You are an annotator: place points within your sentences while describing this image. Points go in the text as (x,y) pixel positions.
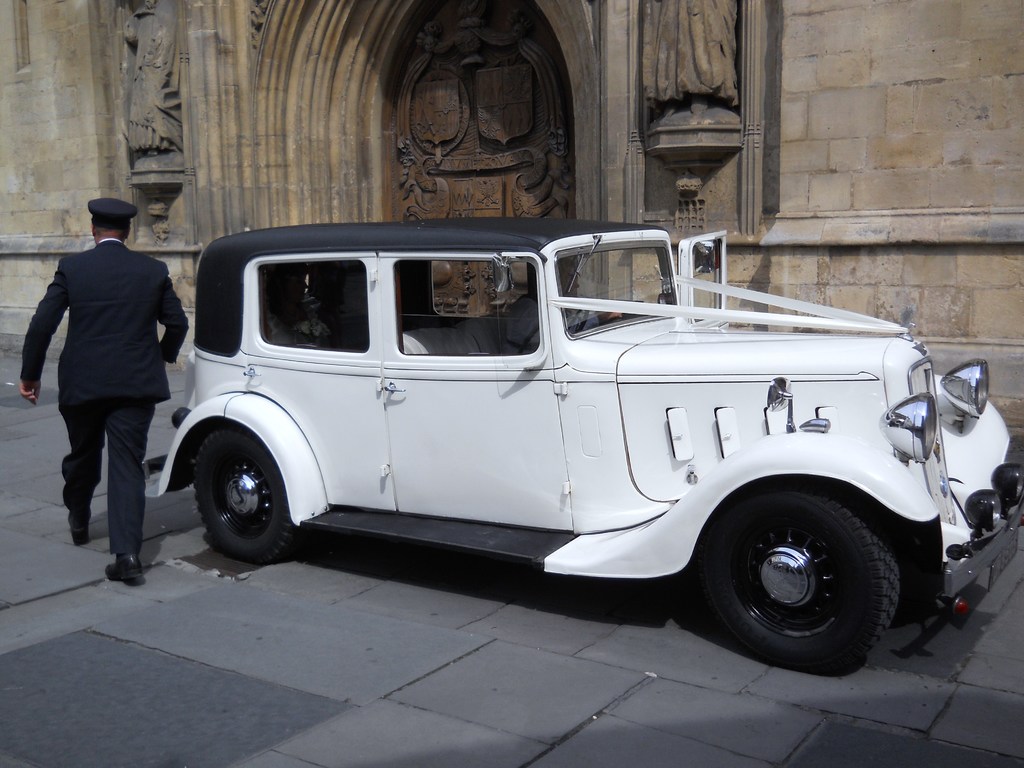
This white car (472,486) is highlighted in this picture. Inside this white (571,403) a human (529,327) is sitting. This person (106,362) is walking as there is a leg (86,509) movement. This is a stone carving (535,101).
